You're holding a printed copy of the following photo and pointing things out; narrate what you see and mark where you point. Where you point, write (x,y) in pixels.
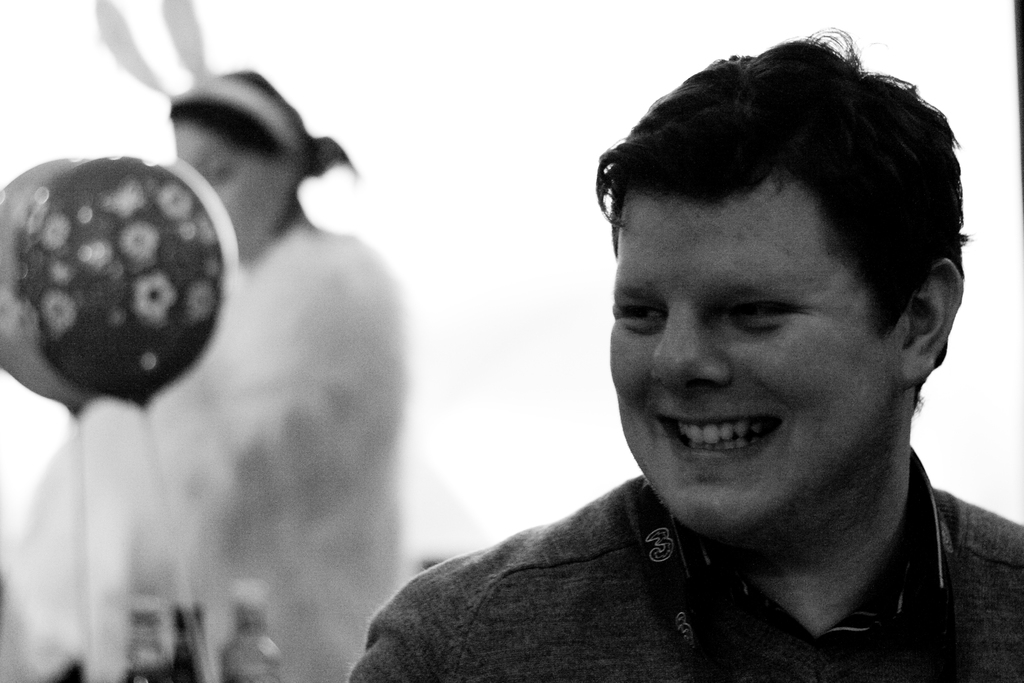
In this picture there is a man (790,292) smiling and looking on the left side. Behind there is a woman (204,476) wearing white color dress (305,460) and standing. Behind there is a white color background (436,76).
